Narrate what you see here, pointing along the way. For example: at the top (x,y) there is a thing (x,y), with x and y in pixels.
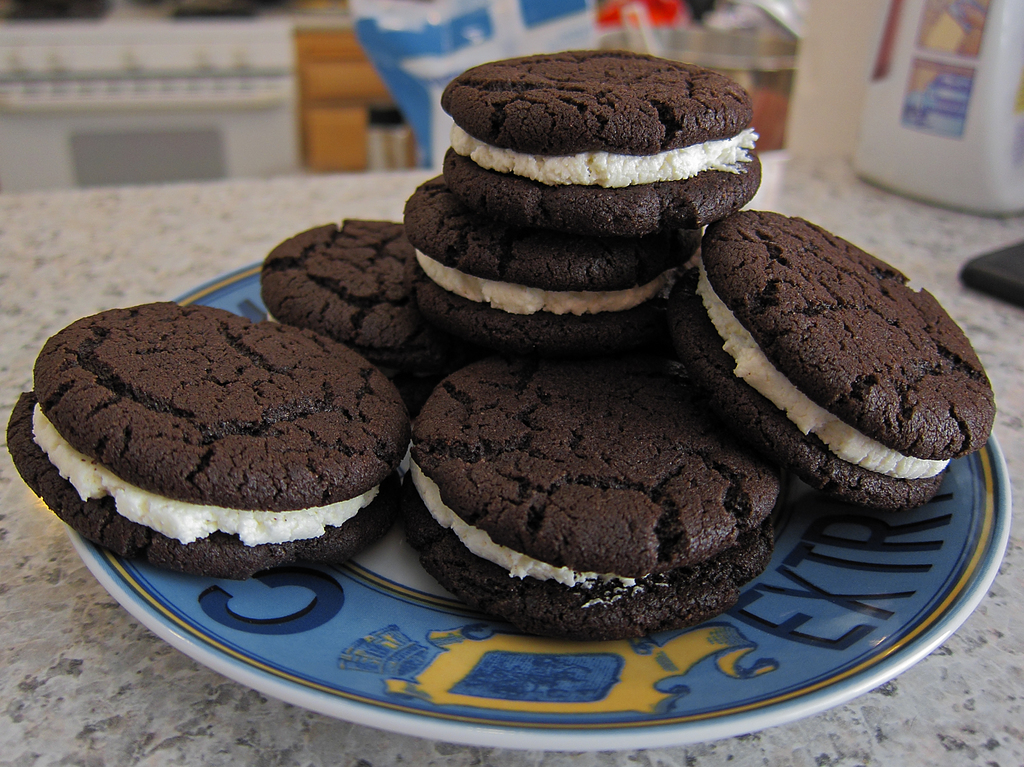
Here I can see a plate (901,572) which consists of sandwich cookies (440,476). This plate (381,649) is placed on a table (211,688). In the top right-hand corner (938,107) there is a bottle (928,118) on the table (860,212). In the background (94,96) there are many objects (229,57).
